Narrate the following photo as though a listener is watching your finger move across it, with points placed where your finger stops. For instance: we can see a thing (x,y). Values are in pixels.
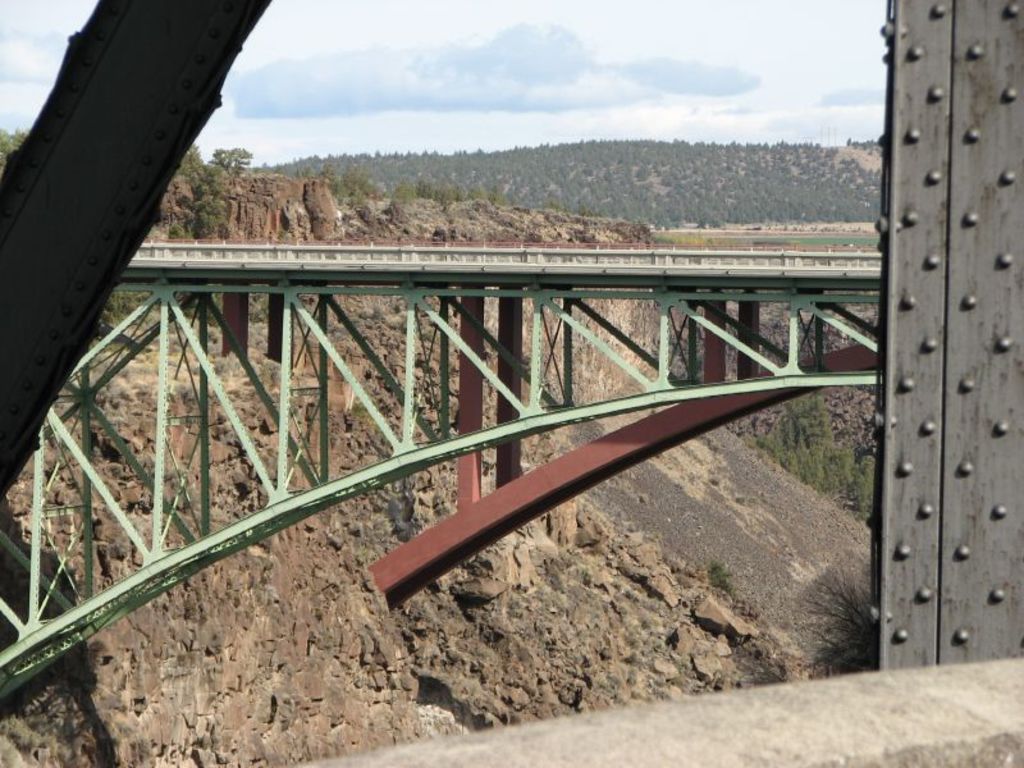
In this picture I can see a bridge (517,330) in the middle (507,318). In the background (618,205) there are trees (523,191), at the top (611,56) there is the sky (638,72).
